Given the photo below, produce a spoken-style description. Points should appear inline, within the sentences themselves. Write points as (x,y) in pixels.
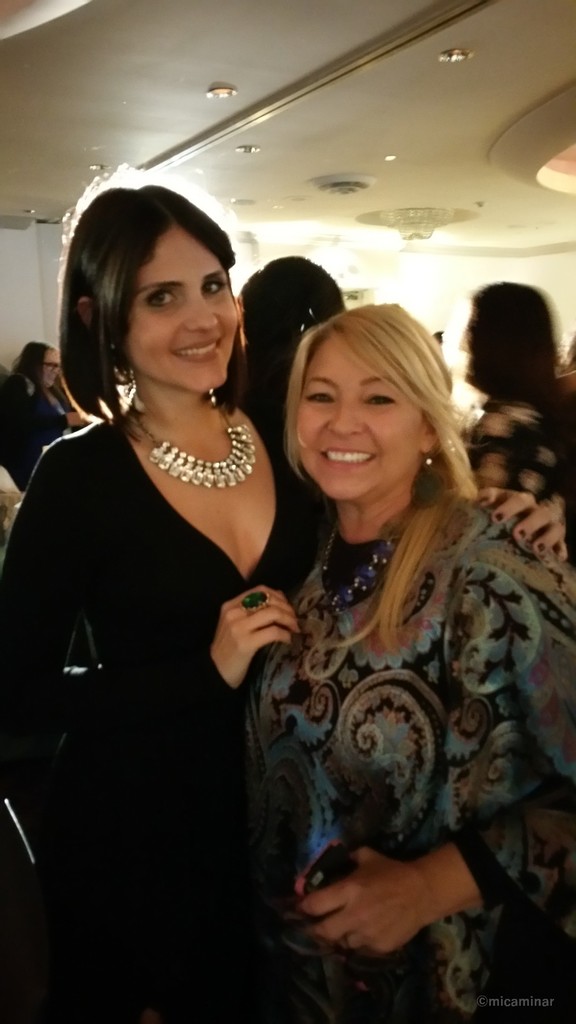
In this image I can see a woman (188,601) wearing black colored dress (145,605) and another woman (370,663) wearing black, blue and brown colored dress (424,694) are standing and smiling. In the background (273,392) I can see few other persons (291,351), the ceiling (370,129) and few lights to the ceiling (246,135).
